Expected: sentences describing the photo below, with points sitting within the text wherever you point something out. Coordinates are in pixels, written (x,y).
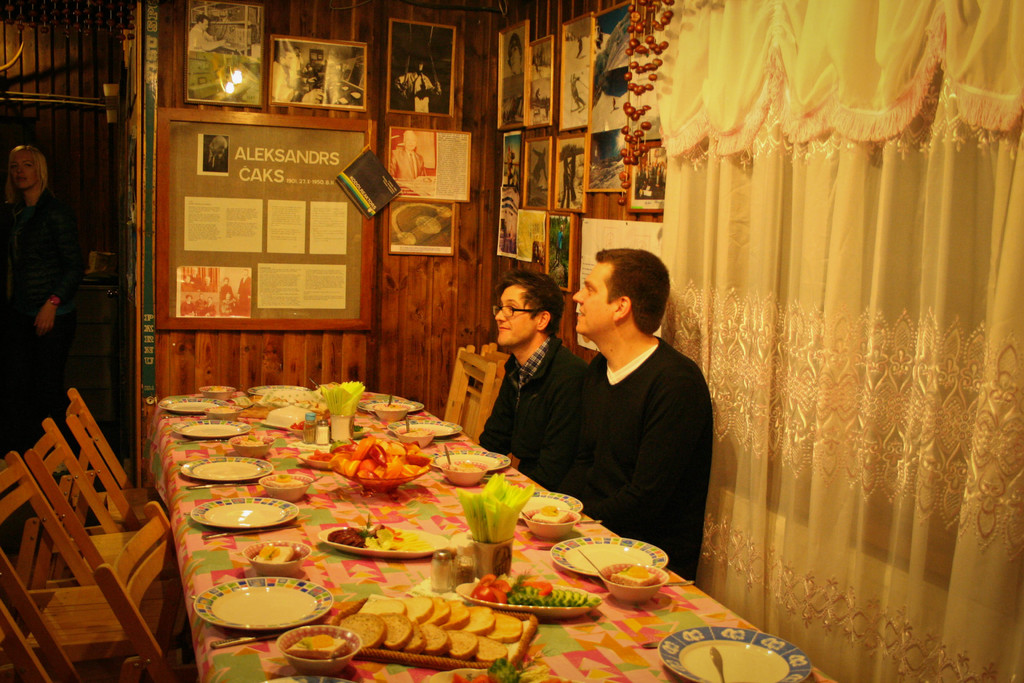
This picture is clicked inside. On the right (683,375) we can see the two persons (629,413) sitting on the chairs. On the left (42,236) there is a person (31,305) standing on the ground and we can see the wooden chairs (84,600). In the center (382,448) there is a table (419,571) on the top of which plates (282,613), tissue papers (502,514), bowls (650,591) containing food items (388,474), bottles (328,434) and platters (470,607) of food items (364,544) are placed. In the background (820,264) we can see the curtain (788,174), picture frames (550,105) hanging on the wall (390,306) and there is a poster (269,151) attached to the wall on which we can see the text (293,154) and some pictures (222,310) and we can see an object (668,22) hanging on the roof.
